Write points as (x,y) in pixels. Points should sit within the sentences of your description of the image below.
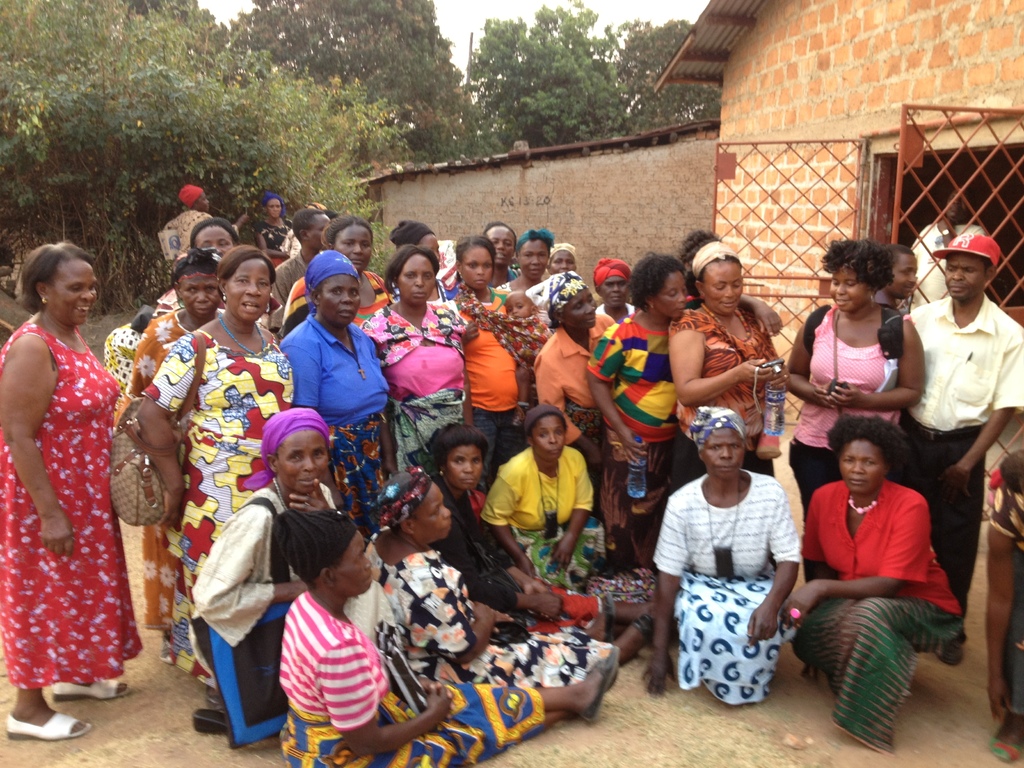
In this picture we can see some people (362,351) standing here, in the front (717,445) there are some people (693,569) sitting, on the right side (782,120) there is a house (842,96), we can see trees (483,118) in the background (369,107).
